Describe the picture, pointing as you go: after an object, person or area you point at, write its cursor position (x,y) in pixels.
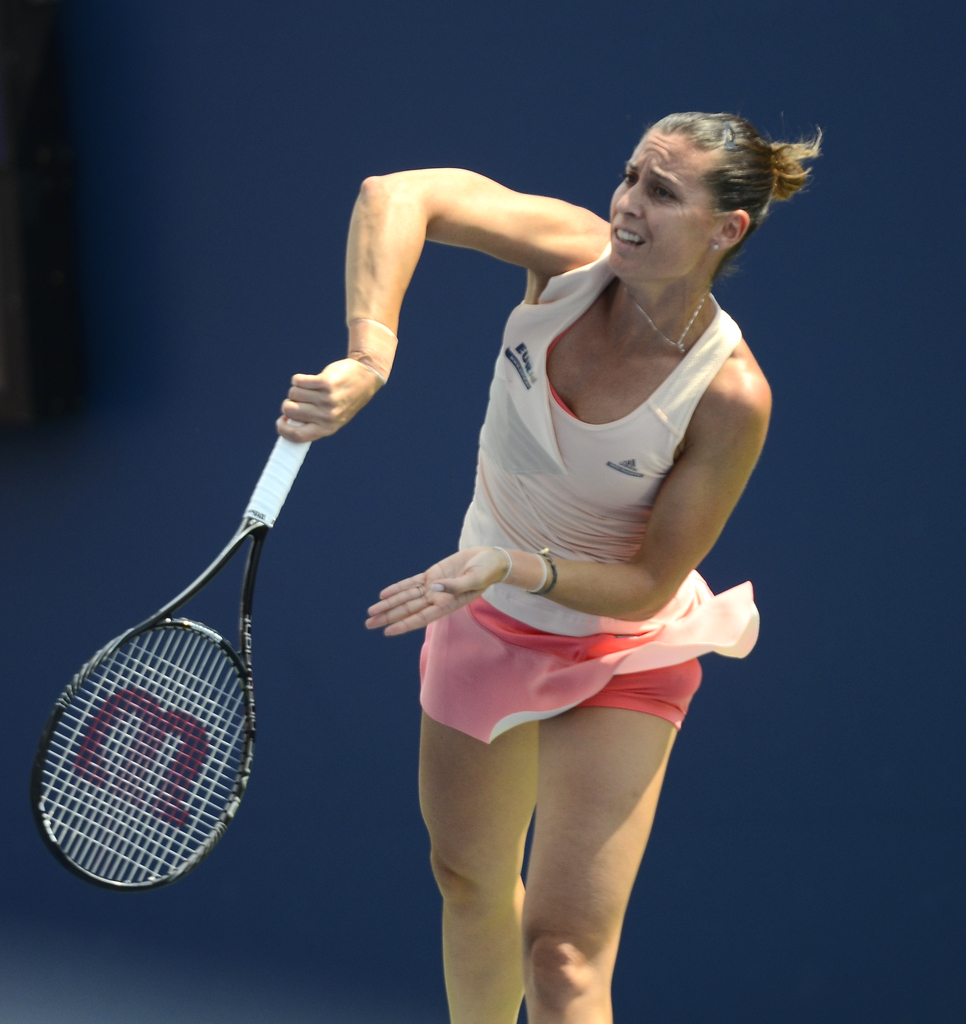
Here we can see a woman (483,761) with tennis bat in a hand (338,417), probably playing tennis.
